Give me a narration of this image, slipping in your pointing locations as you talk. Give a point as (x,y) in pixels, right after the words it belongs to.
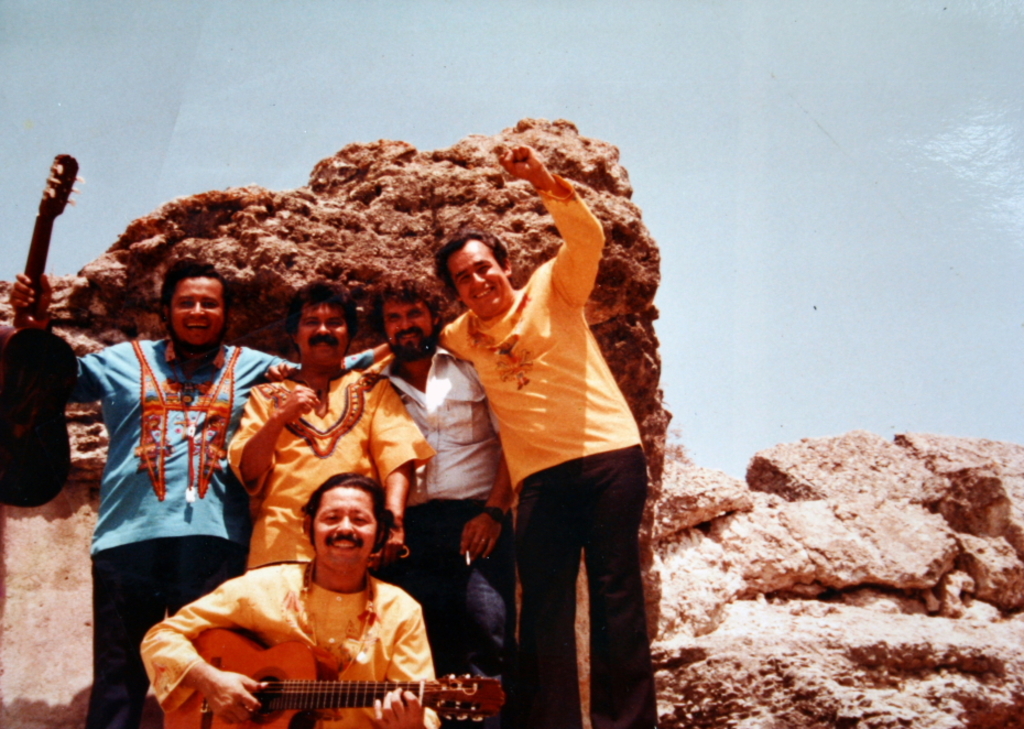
In this image I can see a group of people (302,419) among them, few are standing and one is sitting and holding a guitar (253,673) in their hand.
